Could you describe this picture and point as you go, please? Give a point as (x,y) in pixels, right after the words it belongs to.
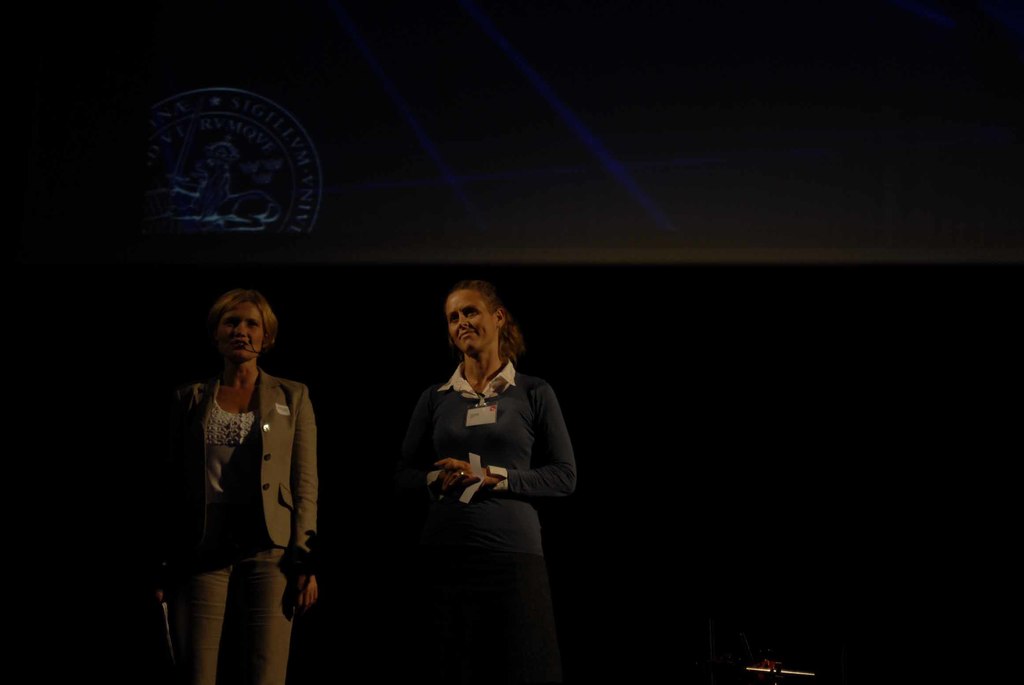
In this image we can see two ladies (238,577) standing. In the back (436,169) there is a wall (57,81) with an emblem (220,154). And one lady (238,351) is having a mic (252,345) and holding something in the hand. In the background (618,359) it is dark.
